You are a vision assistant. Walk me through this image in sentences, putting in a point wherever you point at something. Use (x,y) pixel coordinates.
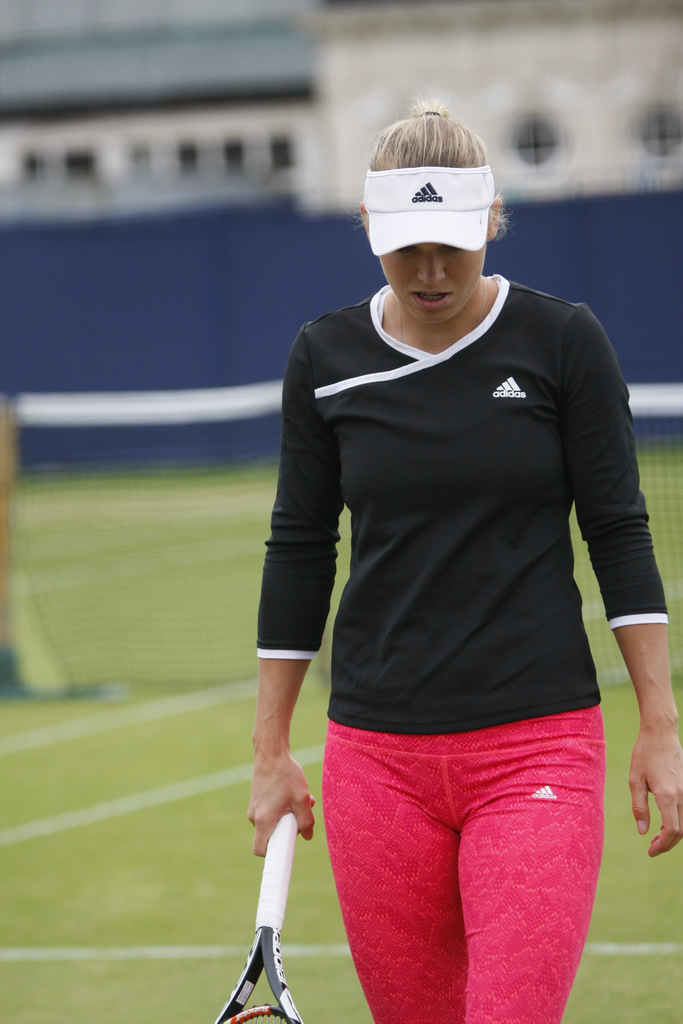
In the image a woman (444,184) is standing and holding a tennis racket (275,832). Behind her there is a net (211,409). Top of the image (186,317) there is a fencing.
